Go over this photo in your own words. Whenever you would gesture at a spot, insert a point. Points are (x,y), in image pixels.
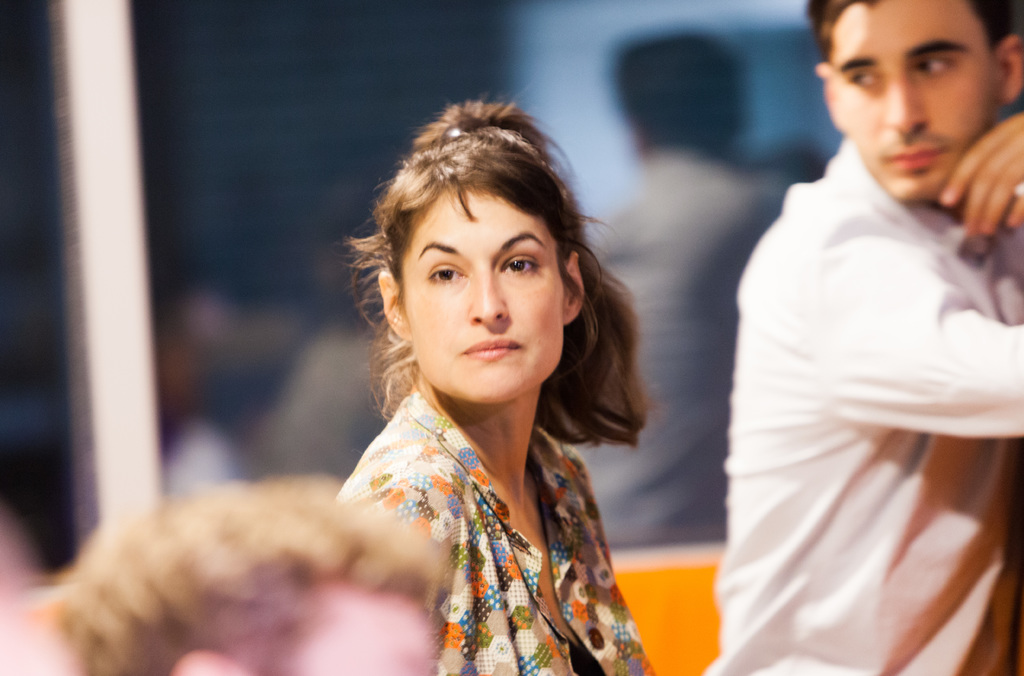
In the center of the image (483,241) there is a lady (448,665). To the right side of the image (737,597) there is a person (962,302). In the background of the image (320,295) there is glass (315,145).
